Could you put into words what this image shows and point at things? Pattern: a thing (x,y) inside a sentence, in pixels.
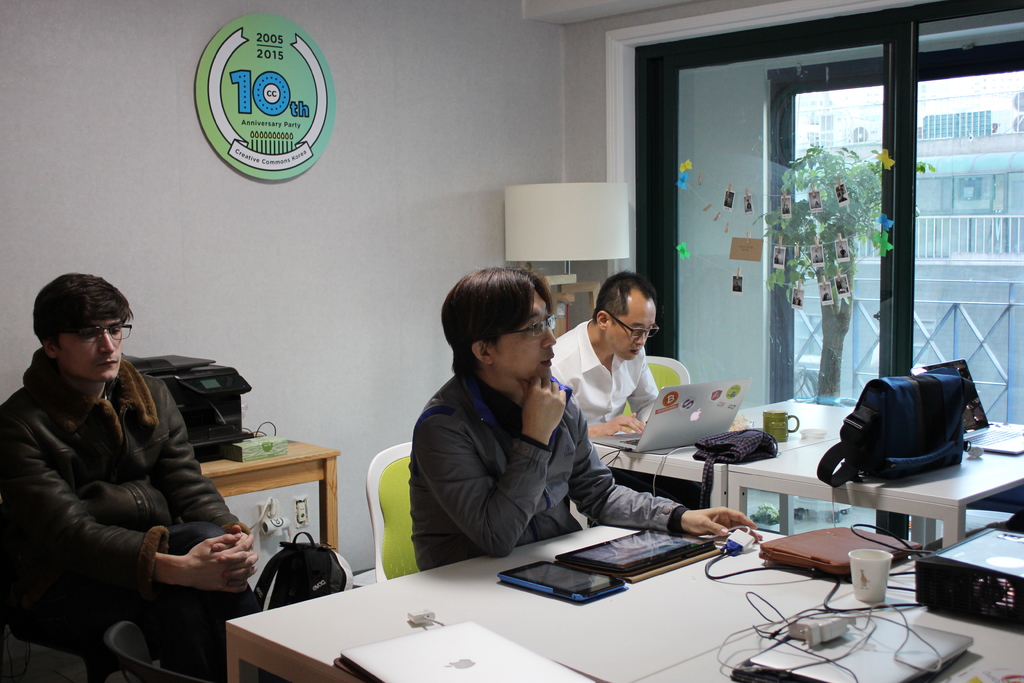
In this image, we can see people (605,310) sitting on the chairs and are wearing glasses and some of them are wearing coats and there are laptops (685,421), tabs (584,566), bag (850,428), cups (776,421), cables (819,622) and some other objects (824,563) on the tables (666,609). In the background (255,383), there is a board (284,130) on the wall (314,241) and we can see an object (569,222) which is in white color and we can see windows (798,228) and some stickers (880,239), through the glass (862,193) we can see buildings (922,228), railings (954,305) and there is a houseplant (840,230).
